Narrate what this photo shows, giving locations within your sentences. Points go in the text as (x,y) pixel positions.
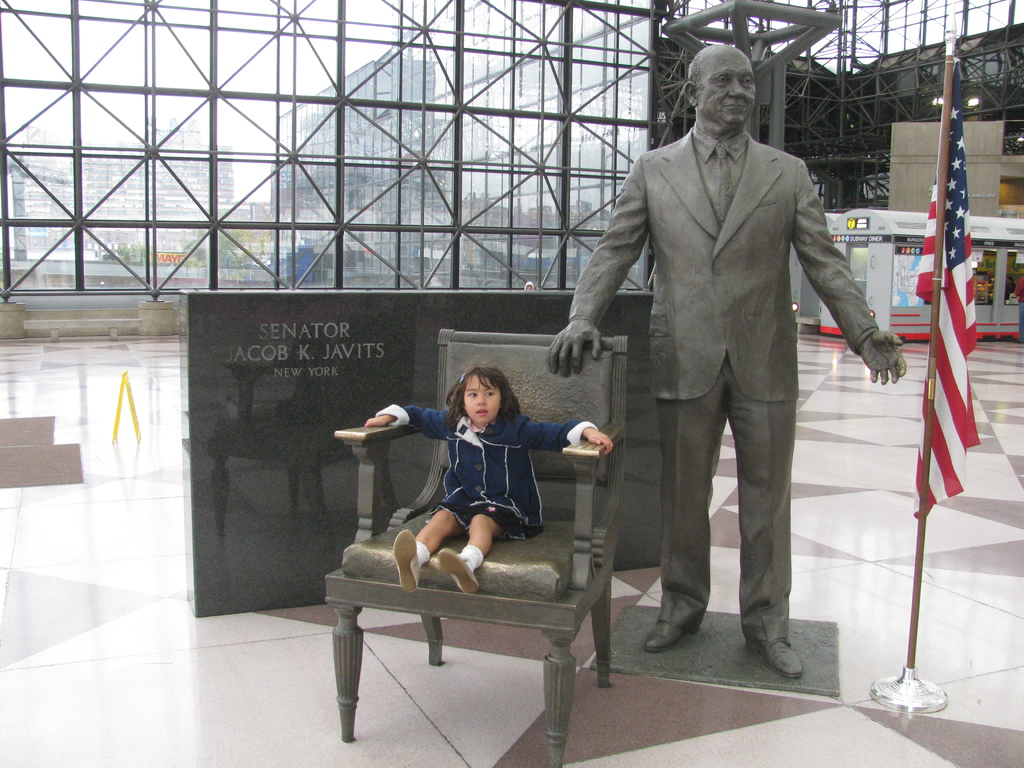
In this image we can see a sculpture (741,448). In the center (531,475) there is a girl (475,563) sitting on the chair (497,586). On the right (947,246) there is a flag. In the background (904,302) we can see a cabinet (892,291) and there are buildings (374,175). There are rods (801,40). At the bottom (292,741) there is a floor (278,640) and we can see a counter table (267,371).
